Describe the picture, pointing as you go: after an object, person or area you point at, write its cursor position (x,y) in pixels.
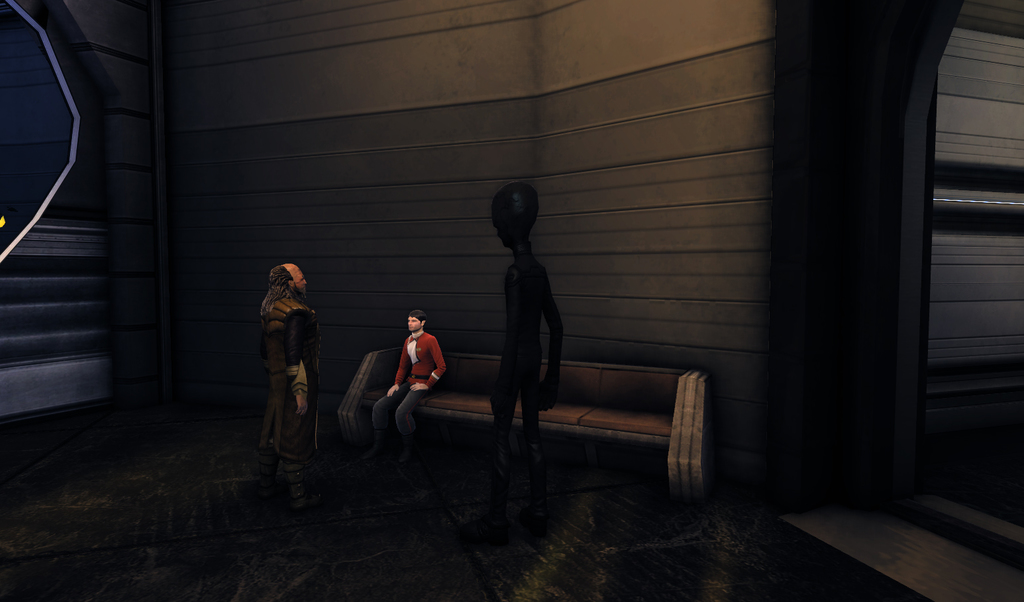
This is an animation picture. In this image there are two people (529,399) standing and there is a person (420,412) sitting. On the right side of the image (868,399) it looks like a door (875,304). At the bottom (893,530) there is a floor (624,494).
